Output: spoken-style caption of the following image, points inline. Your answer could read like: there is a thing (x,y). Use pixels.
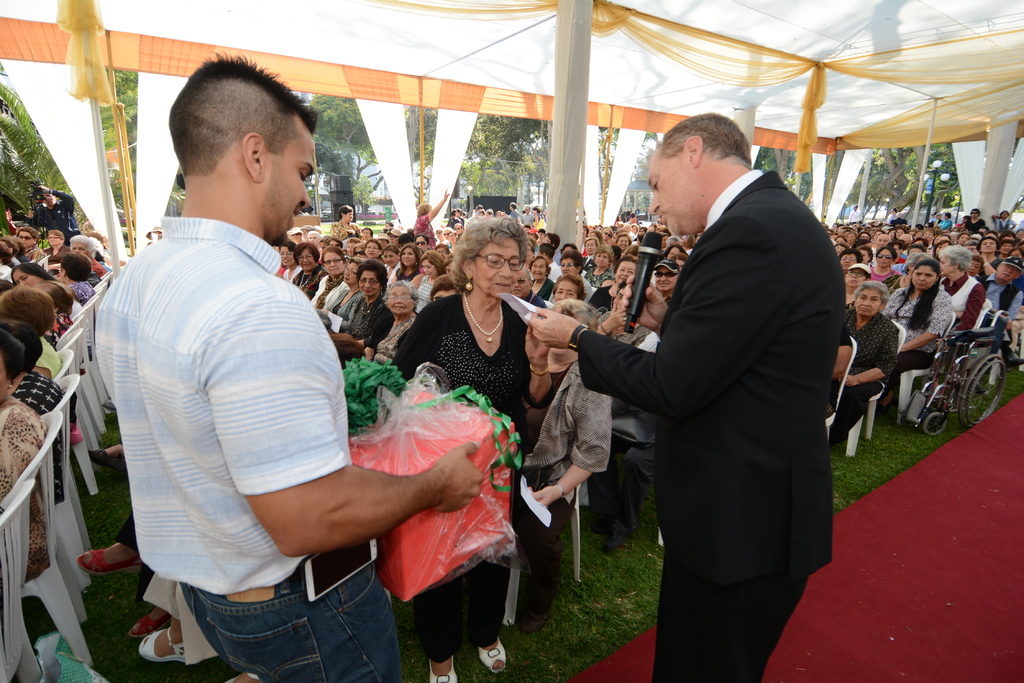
In this image we can see a few people (422,334), some of them are sitting on the chairs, there is a wheelchair (933,426), one person (739,489) is holding a paper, and a mic (643,291), he is talking, another person (119,412) is holding a gift (466,426), there are trees (482,147), tent (880,14), curtains (455,131), also we can see a person (50,218) holding a camera (46,193).
